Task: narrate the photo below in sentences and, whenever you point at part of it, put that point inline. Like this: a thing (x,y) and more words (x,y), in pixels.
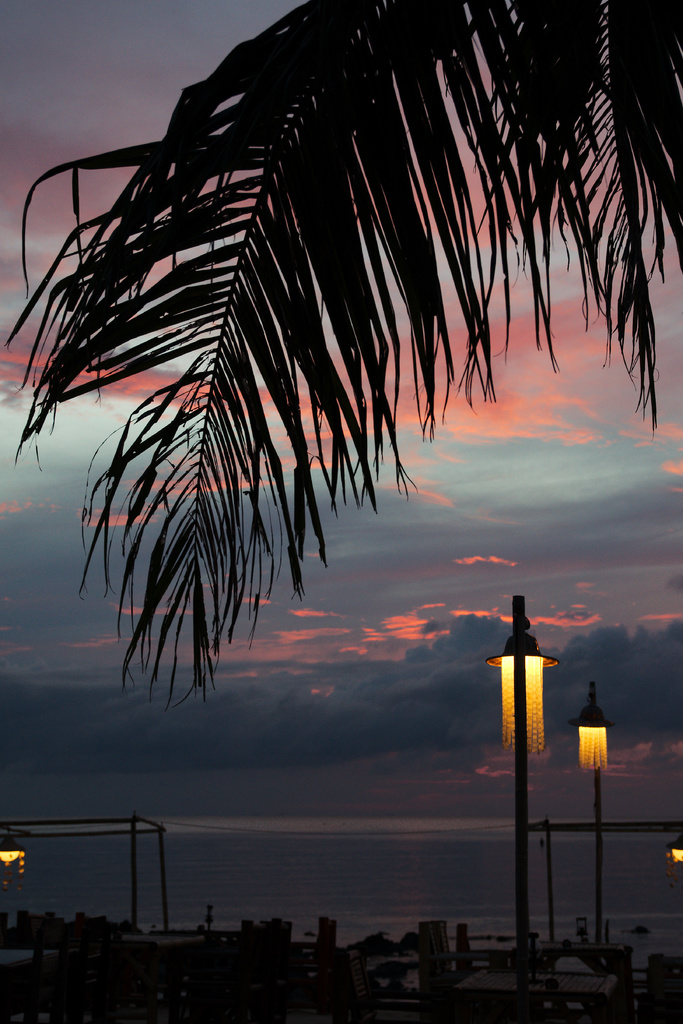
In this picture we can see a tree (286,263), few lights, poles (521,862) and clouds (334,668).
